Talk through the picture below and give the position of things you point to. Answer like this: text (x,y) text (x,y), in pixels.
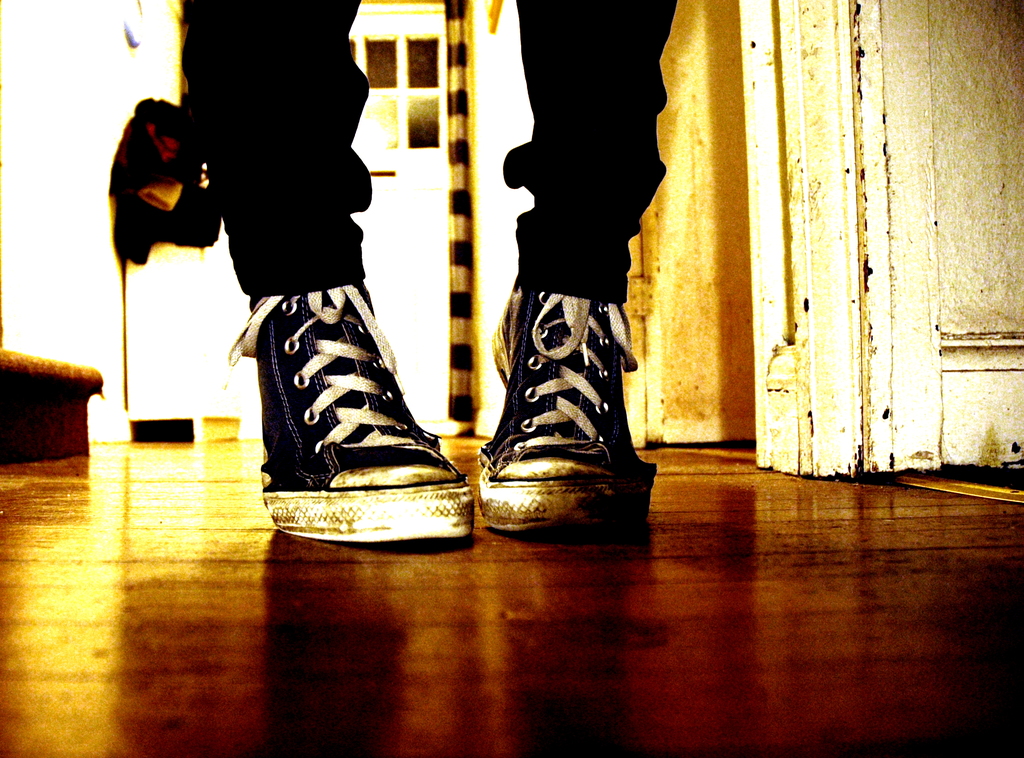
In this image I can see the brown colored floor (580,625) and a person (565,389) wearing black color pant (548,228) and shoe (562,441) is standing on the floor (472,444). In the background (979,277) I can see the door (877,208), the wall (63,119) and few other objects (455,243).
